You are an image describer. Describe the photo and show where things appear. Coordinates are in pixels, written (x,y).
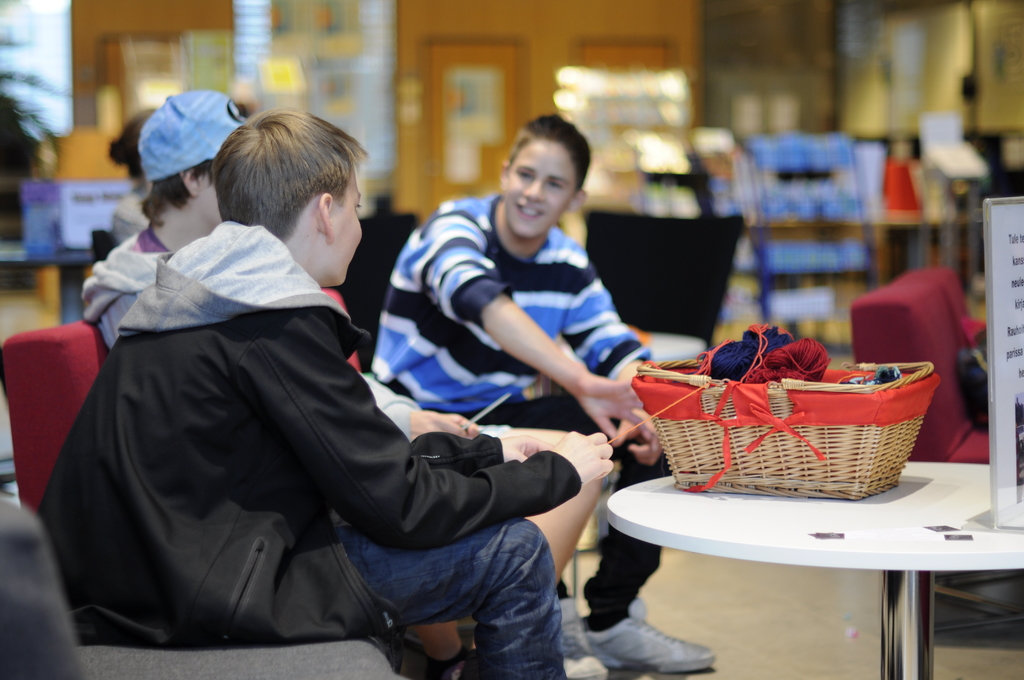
This picture describes about group of people (195,265) few are seated on the chair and they are talking in front of them we can see a basket (717,423) on the table (925,537), in the background (22,130) we can find a plant (16,149) and couple of lights (580,79).
